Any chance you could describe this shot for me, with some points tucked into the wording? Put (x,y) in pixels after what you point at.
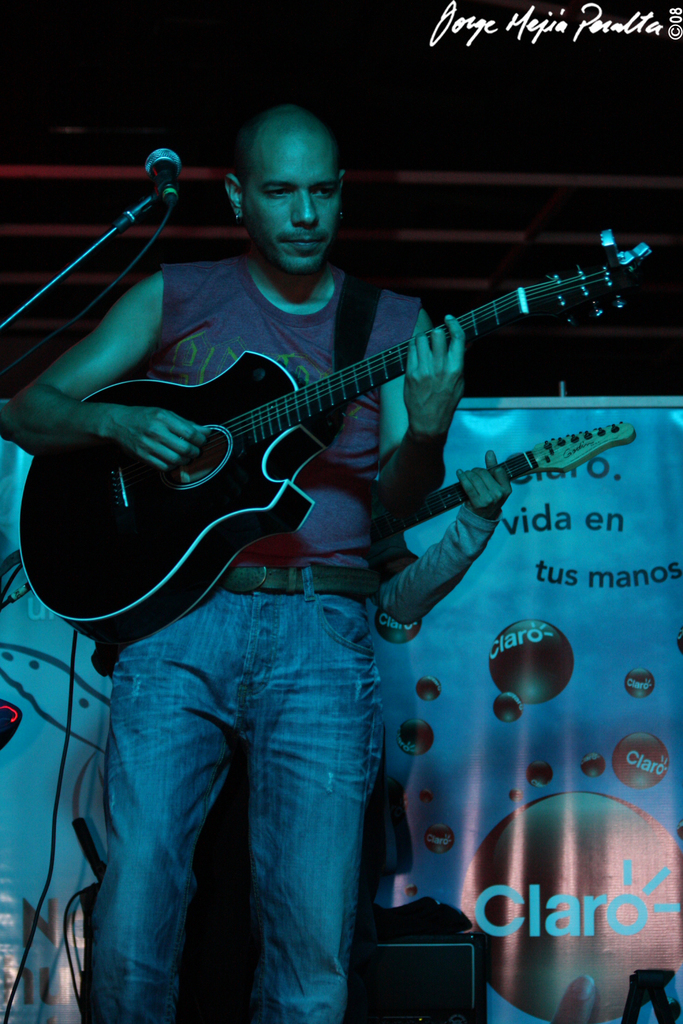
In this image in front (158,304) there is a person (146,904) holding the guitar (555,291). In front of him there is a mike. Behind him there is another person (486,520) holding the guitar (512,465). In the background of the image (519,719) there is a banner (505,777). In front of the banner (496,919) there is some object (417,927). There is some text (633,15) on the top right of the image (500,19).
